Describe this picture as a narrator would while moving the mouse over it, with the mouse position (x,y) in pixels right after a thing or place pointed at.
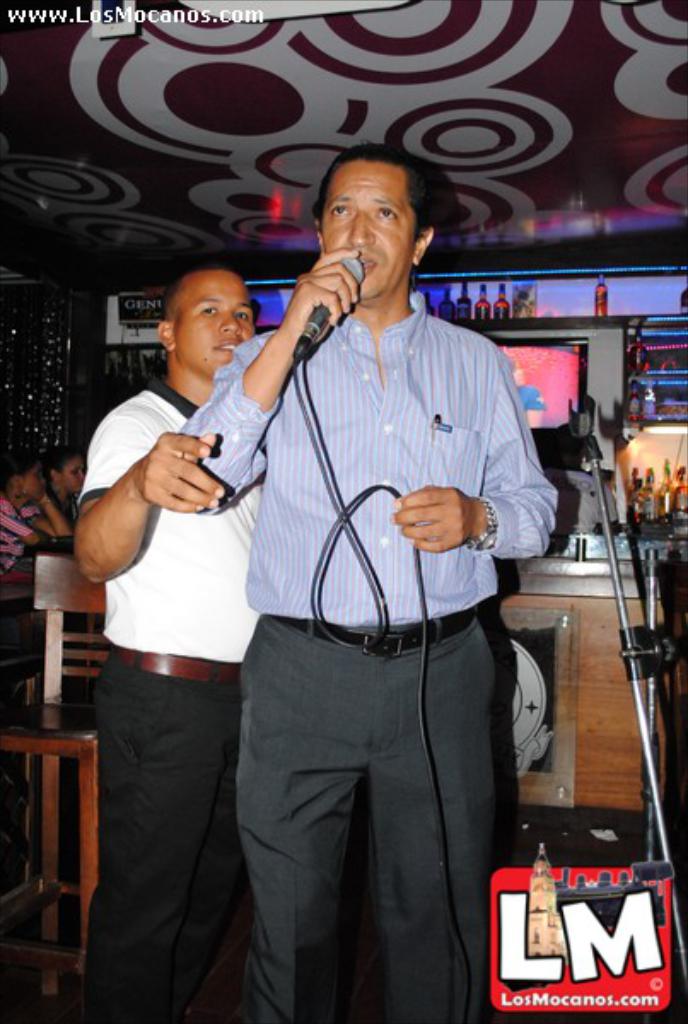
In this image we can see two people (399,579) standing in which one of them holding microphone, behind him there are chairs (7,726), table (594,670) and other things (541,663).
